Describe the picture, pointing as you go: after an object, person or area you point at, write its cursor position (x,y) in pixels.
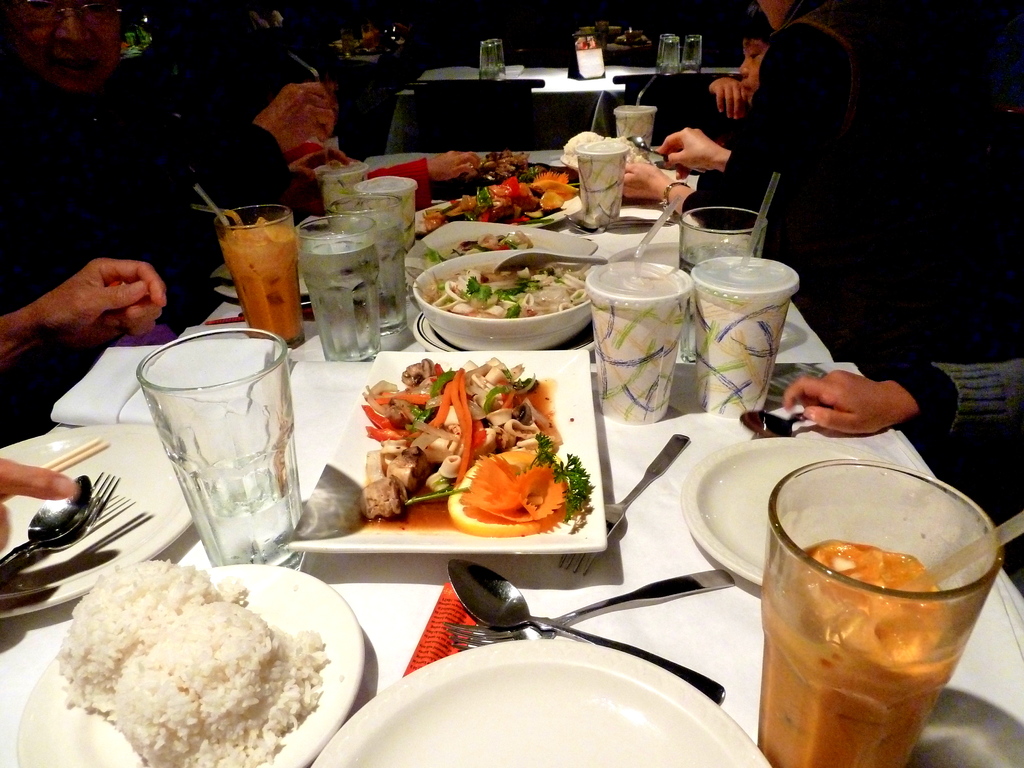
In this image I can see the white color table (413,614). On the table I can see many plates (341,715), glasses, cups (606,375), spoons (5,564) and forks (544,634). I can also see some bowls (474,259) with food (391,482). And there are few people (779,194) sitting in-front of the table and wearing the different color dresses (806,273).
